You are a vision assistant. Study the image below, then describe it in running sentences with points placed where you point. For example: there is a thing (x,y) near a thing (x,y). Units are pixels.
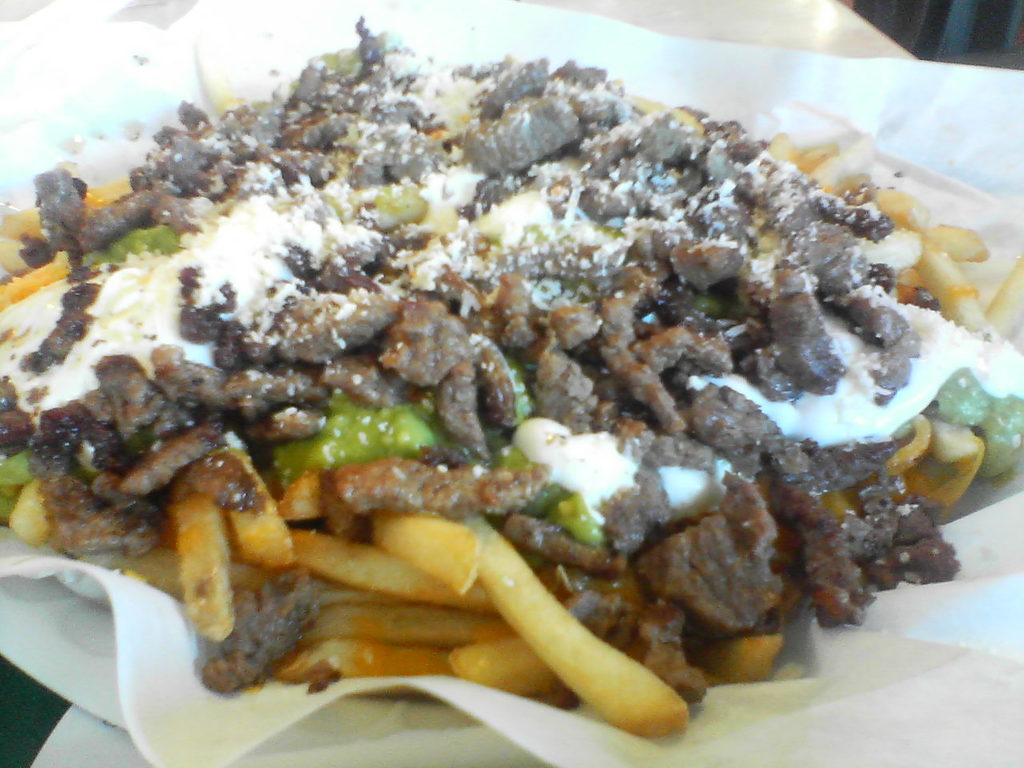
In this image there is a food item (446,573) on the table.
